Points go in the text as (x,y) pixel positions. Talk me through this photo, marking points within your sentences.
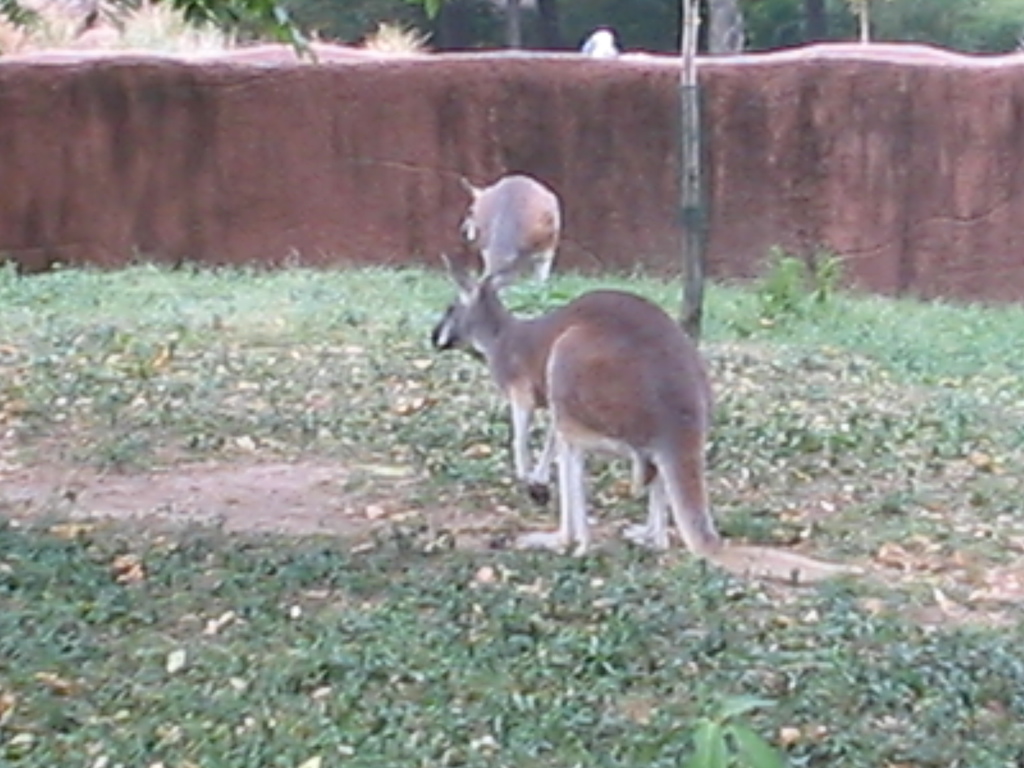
In this image I can see there is a kangaroo (526,364) and there is some grass (349,394) on the floor (1003,460), there is a wall (544,134) in the background (682,118) and there are trees (711,32) in the background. The image is blurred.
